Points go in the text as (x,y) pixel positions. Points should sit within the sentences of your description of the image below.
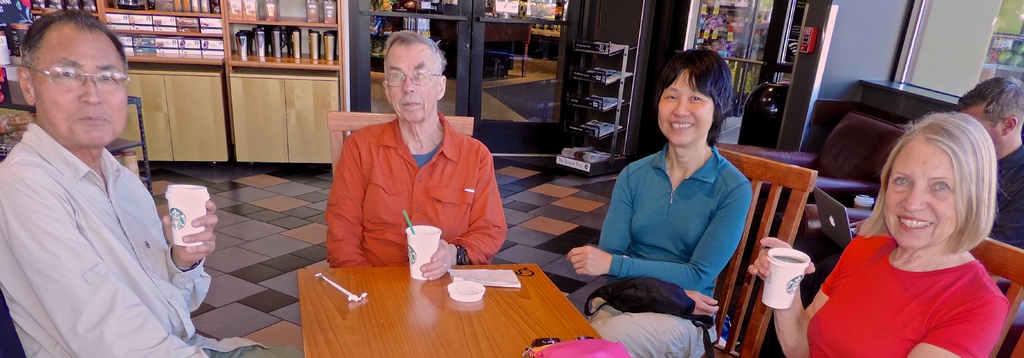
In this image I can see two men (467,155) and two women (650,346) are sitting on chairs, I can also see three of them are holding cups (435,230). In the background (310,51) I can see few bottles (244,38) and one more person (980,93).
